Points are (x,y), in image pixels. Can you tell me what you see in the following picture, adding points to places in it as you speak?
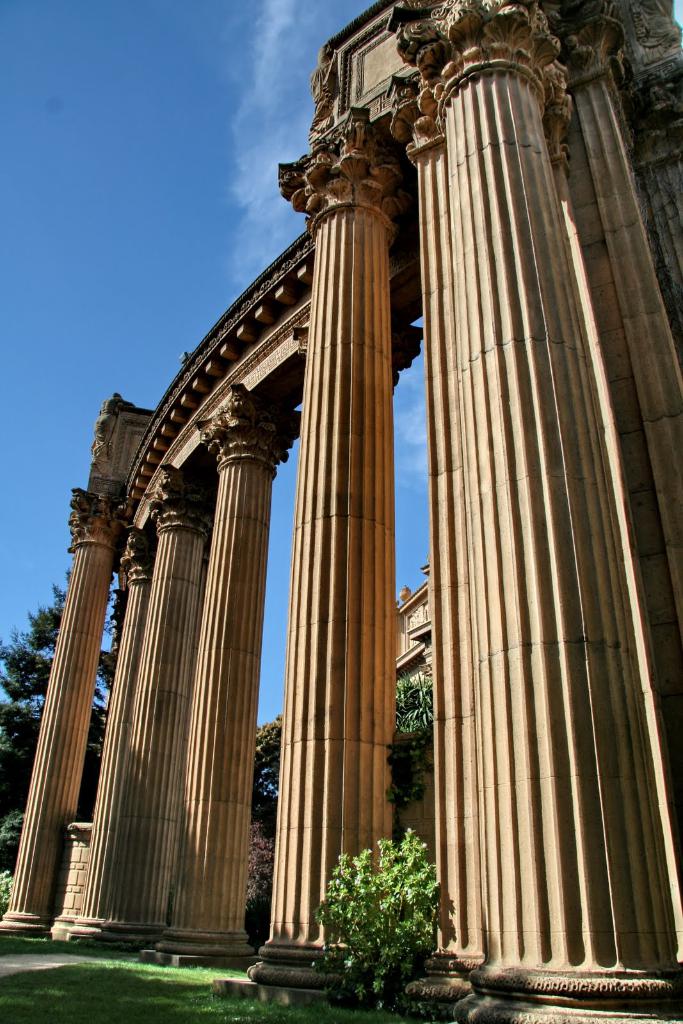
In this image, I can see a building (145,778) and pillars (319,510). At the bottom of the image (392,964), I can see a plant (397,903) and grass (90,968). In the background (19,735), there are trees (19,735) and the sky (246,221).
